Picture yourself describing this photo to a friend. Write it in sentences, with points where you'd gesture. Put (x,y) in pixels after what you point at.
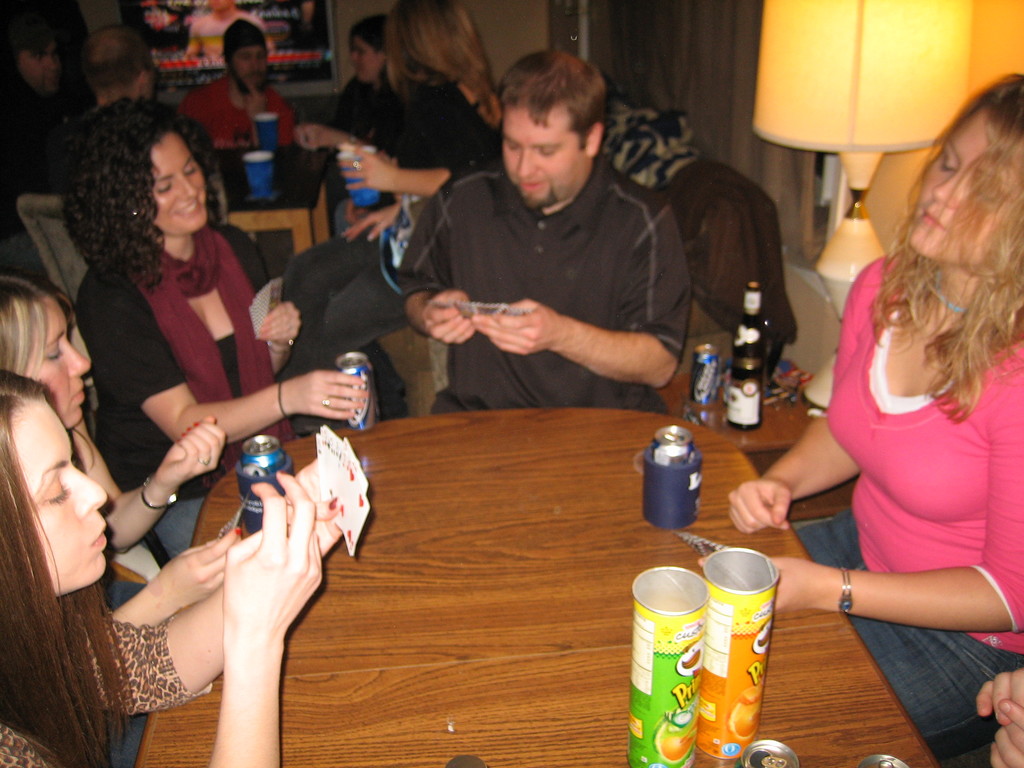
In the image in the center, we can see few people (658,297) were sitting on the chair (77,261) around the table (511,478). And we can see they were holding cards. In the background (1005,23) there is a wall (993,33), lamp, table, chairs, few people (425,54) were sitting and few other objects (365,147).
